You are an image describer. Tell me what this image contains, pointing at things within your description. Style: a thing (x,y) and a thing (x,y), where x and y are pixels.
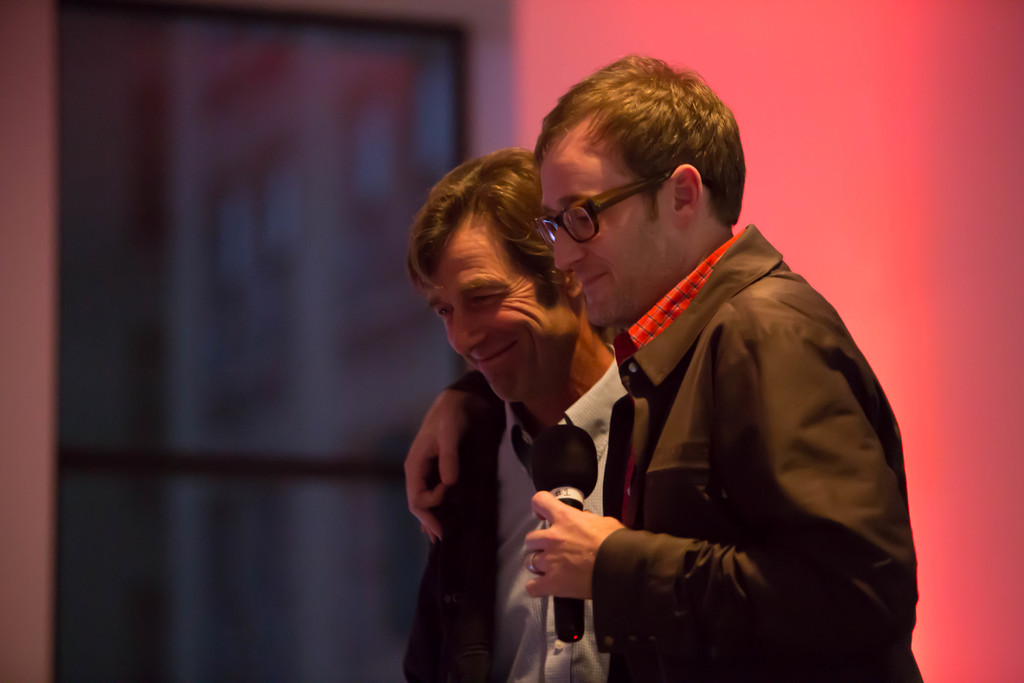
In this image there are two persons (543,401) standing, one of them is holding a mic (566,500). In the background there is a wall (915,143).
